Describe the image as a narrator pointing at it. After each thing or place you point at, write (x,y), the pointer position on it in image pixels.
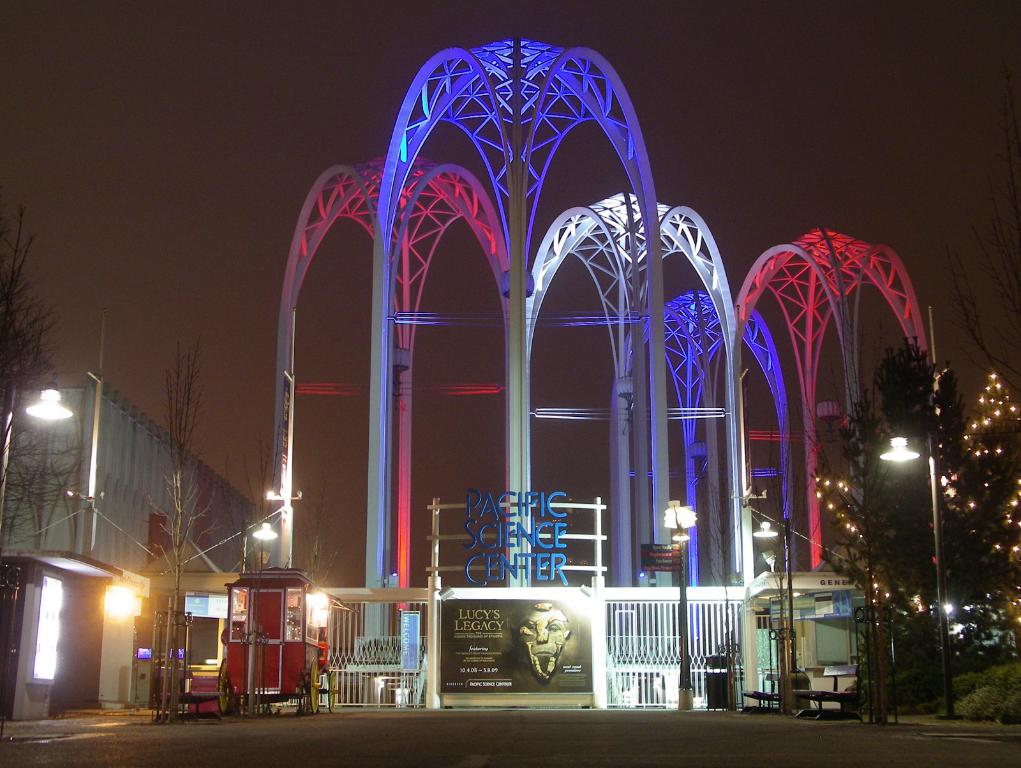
In the background (710,9) we can see the dark sky (382,1). In this picture we can see poles (387,506), beams (672,593), boards (512,600), trees (979,525), lights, shed (834,642), grilles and few objects (319,671). At the bottom portion of the picture (309,752) we can see the road (314,715).
